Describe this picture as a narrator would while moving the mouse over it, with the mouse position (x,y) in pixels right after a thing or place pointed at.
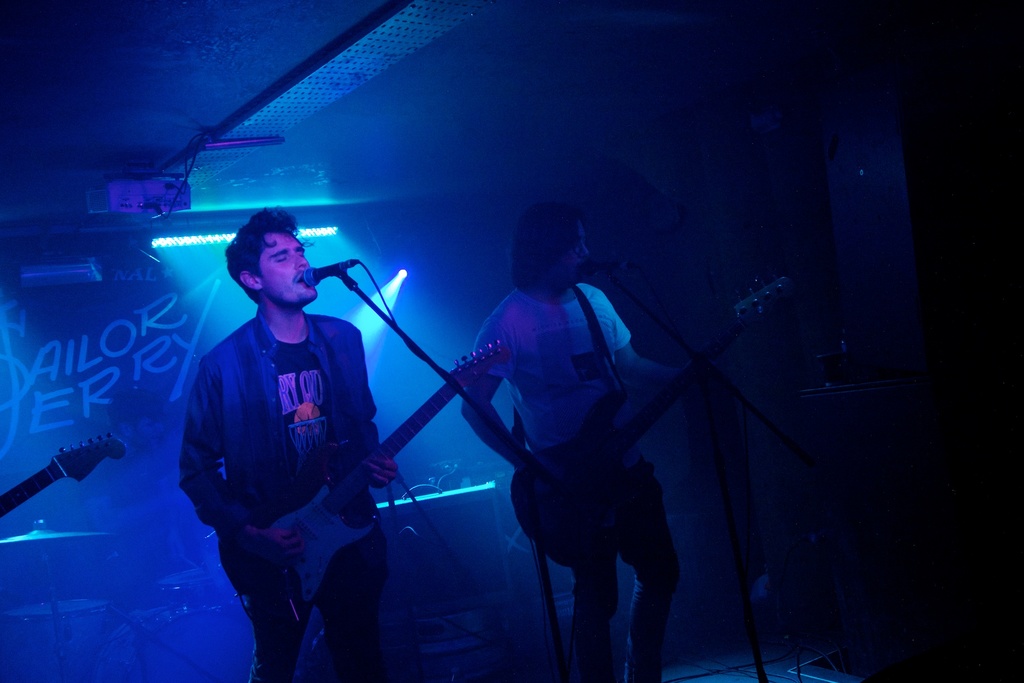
In this image in the center (571,387) there are two persons (341,376) who are standing and they are holding guitars (319,533), and it seems that they are singing. in front of them there are some mikes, in the background (159,317) there is a wall (172,277) and some lights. On the top (279,143) there is ceiling (255,148) and one projector (142,200).
